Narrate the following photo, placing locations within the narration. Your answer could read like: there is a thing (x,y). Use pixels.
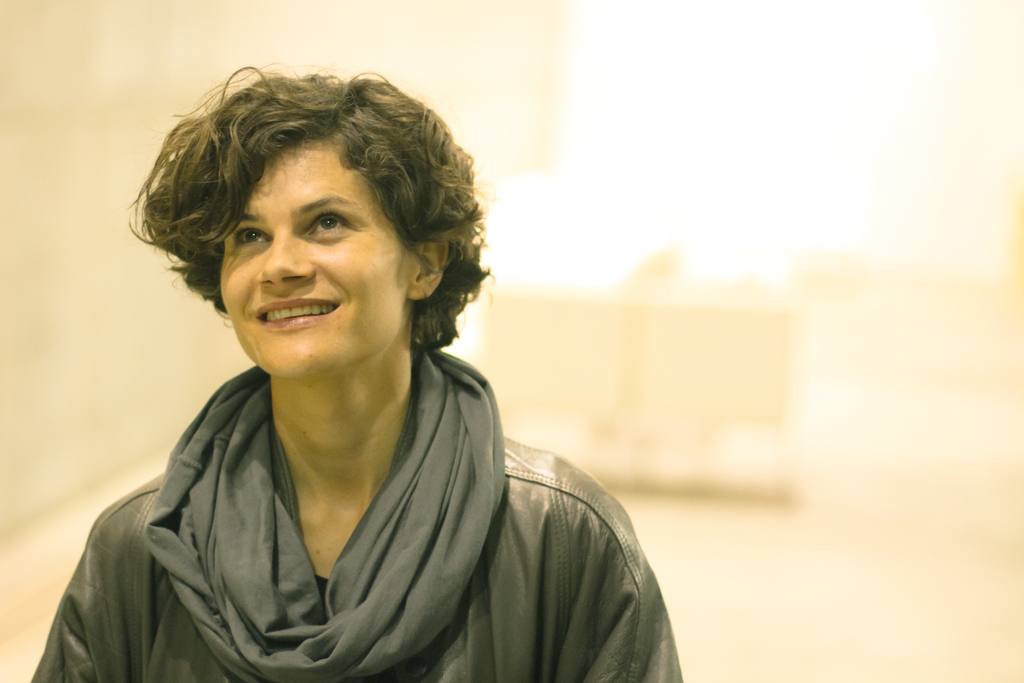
In this image on the left side (292,458) I can see a person (404,467). I can also the background (330,41) is white in color.
